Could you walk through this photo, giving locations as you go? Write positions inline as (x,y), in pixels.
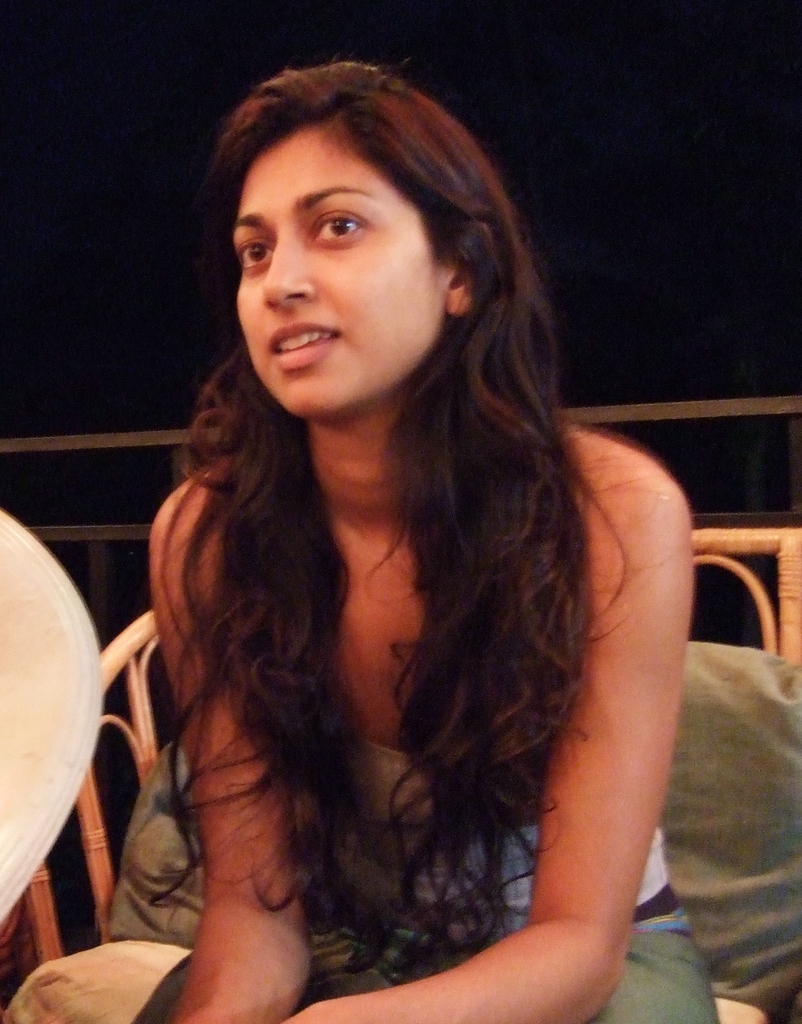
In this image we can see a lady (397,766) sitting on a sofa (728,740). In the background (686,183) it is dark and we can see a railing (63,441).
